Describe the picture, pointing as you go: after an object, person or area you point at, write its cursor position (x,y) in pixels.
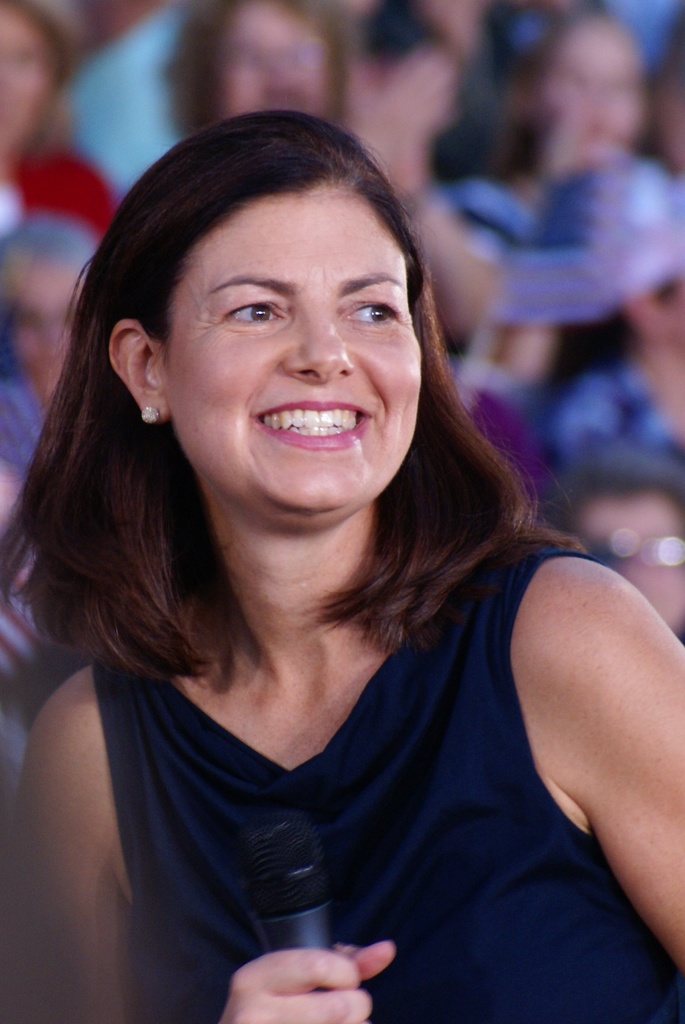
The woman (142,385) in front of the picture wearing black T-shirt (281,804) is holding a microphone (293,895) in her hand (289,1011). She is smiling. Behind her, we see people (73,135) sitting. It is blurred in the background (43,59).
